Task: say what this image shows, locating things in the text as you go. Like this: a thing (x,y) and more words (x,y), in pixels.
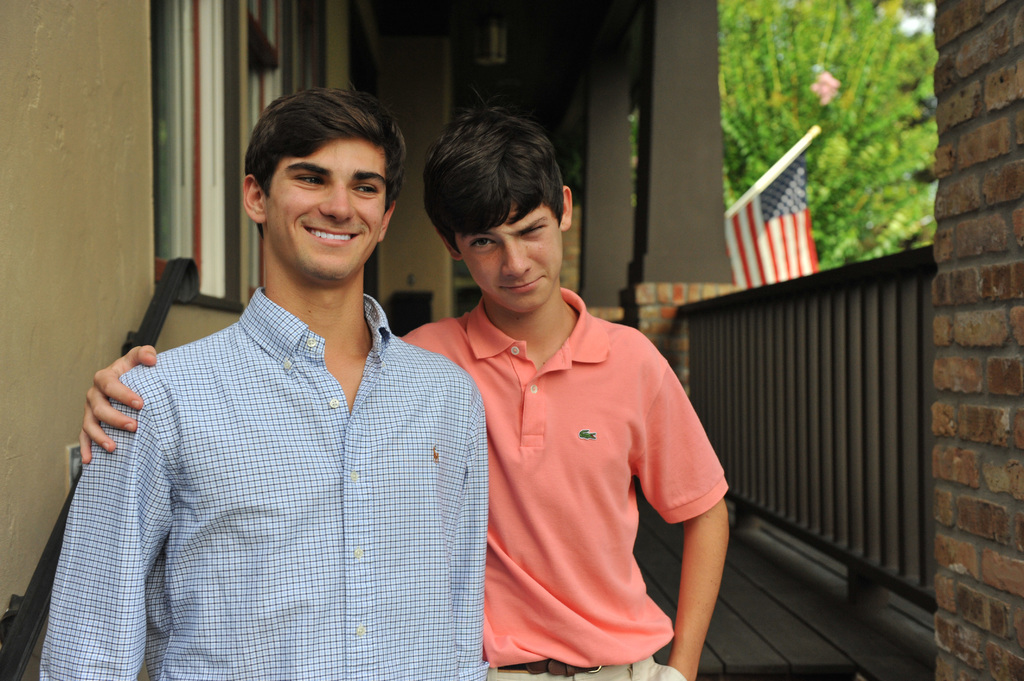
In the image to the left side (325,598) there is a man (314,565) with checks shirt (364,536) and beside him there is a boy (569,428) with pink t-shirt (600,455) both are standing. Behind them there are windows (162,40) to the wall (130,131). And to the right corner (970,246) there is a brick pillar (983,629). And beside that there is a railing (741,324) and also there are two pillars (615,176). And to the right top of the image (795,67) there are trees (893,227) and flag (766,194).
